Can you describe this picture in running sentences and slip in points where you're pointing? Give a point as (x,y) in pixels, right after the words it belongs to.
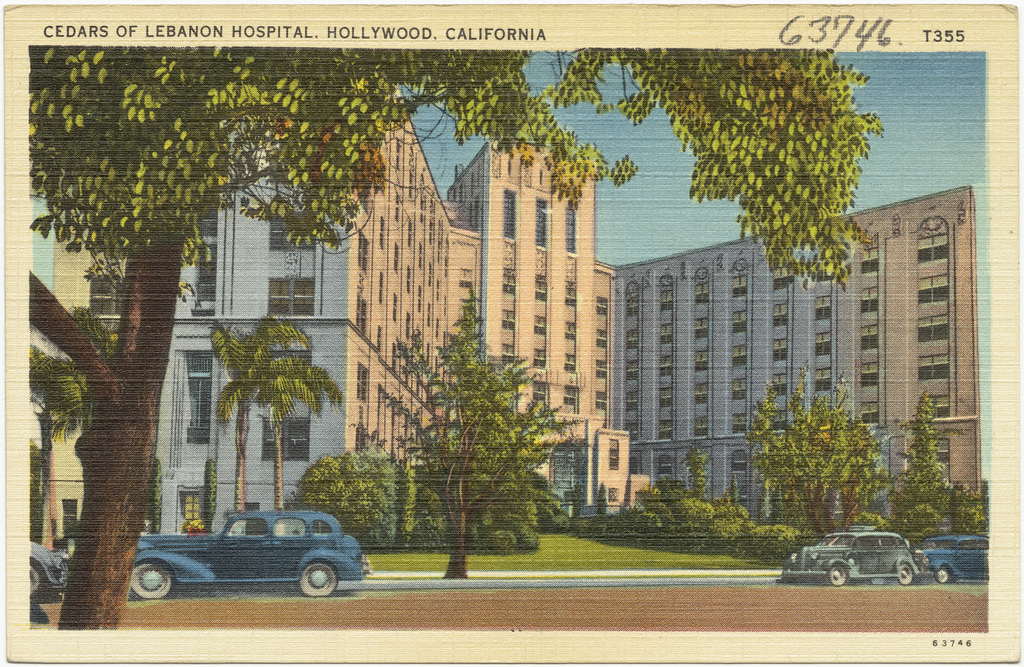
This is a painting of an image as we can see there are some vehicles (877,555) in the bottom of this image (328,580) and there are some trees (348,489) in the background (334,489). There are some buildings (452,312) in middle of this image (653,344) and there is a sky (621,209) on the top of this image (666,176).
